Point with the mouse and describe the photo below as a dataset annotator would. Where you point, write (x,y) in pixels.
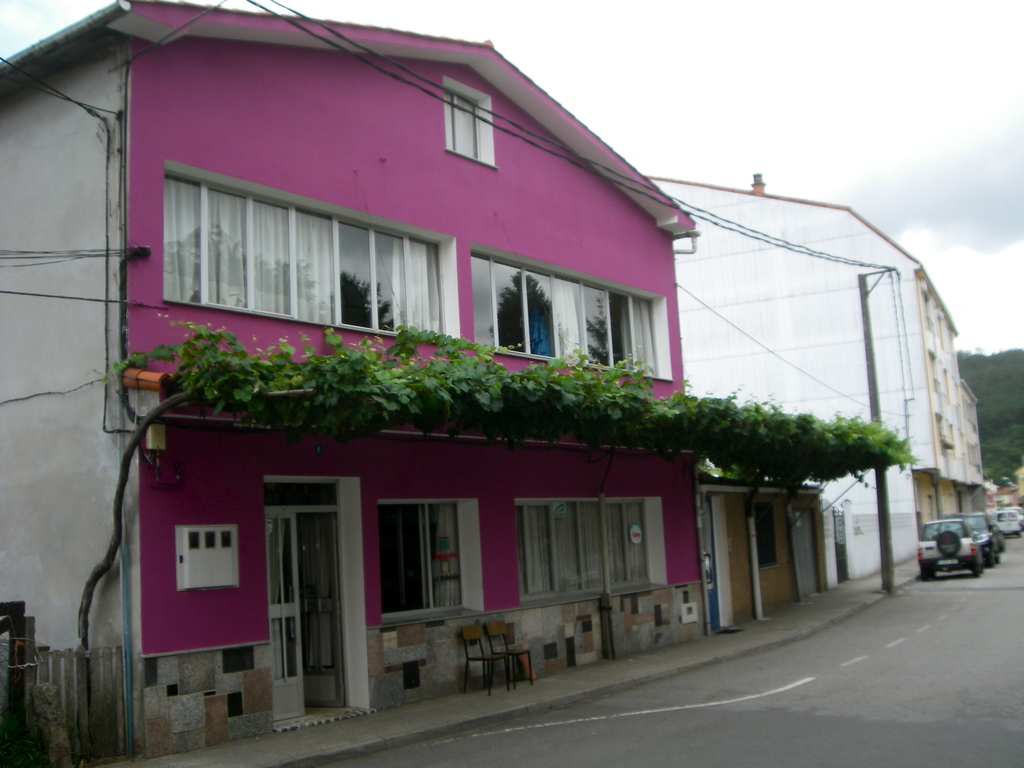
There is a road (943,652). On the road (952,609) there are vehicles (971,550). Near to the road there is a sidewalk (652,671). On the sidewalk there is an electric pole (879,279) with wires (840,261). There are chairs (508,660) on the sidewalk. Also there are buildings (588,320). On the building (353,270) there are windows (414,315), door (279,550). On the building (532,222) there is a creeper (479,409). In the background (752,88) there is sky (703,72). Also there is a fencing (77,678) near to the building (167,515).
